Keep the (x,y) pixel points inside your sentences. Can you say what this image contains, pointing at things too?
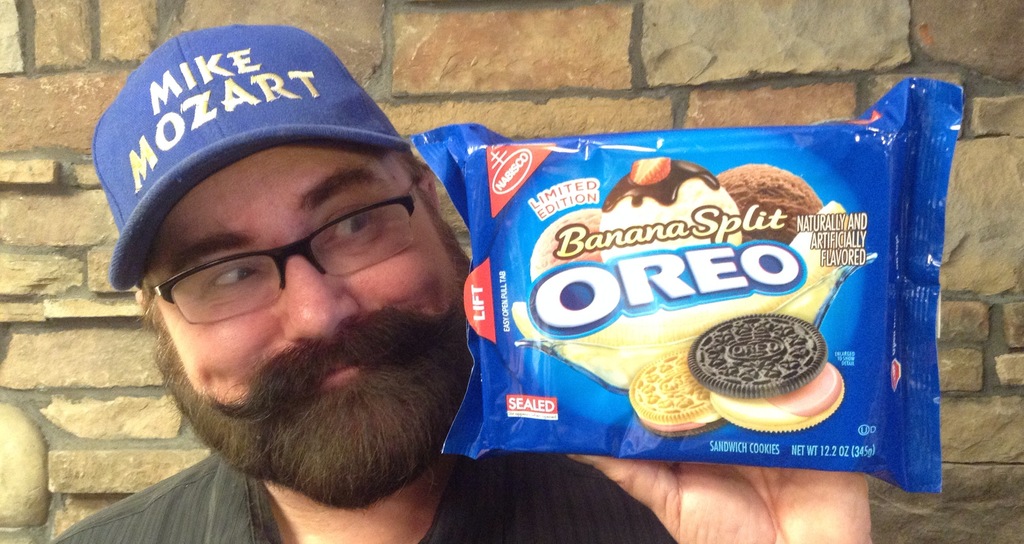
In this image there is one person (339,381) standing at left side of this image (262,359) is wearing specs (278,284) and blue color cap (210,135). He is holding a biscuit packet (639,357) as we can see at right side of this image (691,284) and there is a wall (503,123) in the background (609,91).
